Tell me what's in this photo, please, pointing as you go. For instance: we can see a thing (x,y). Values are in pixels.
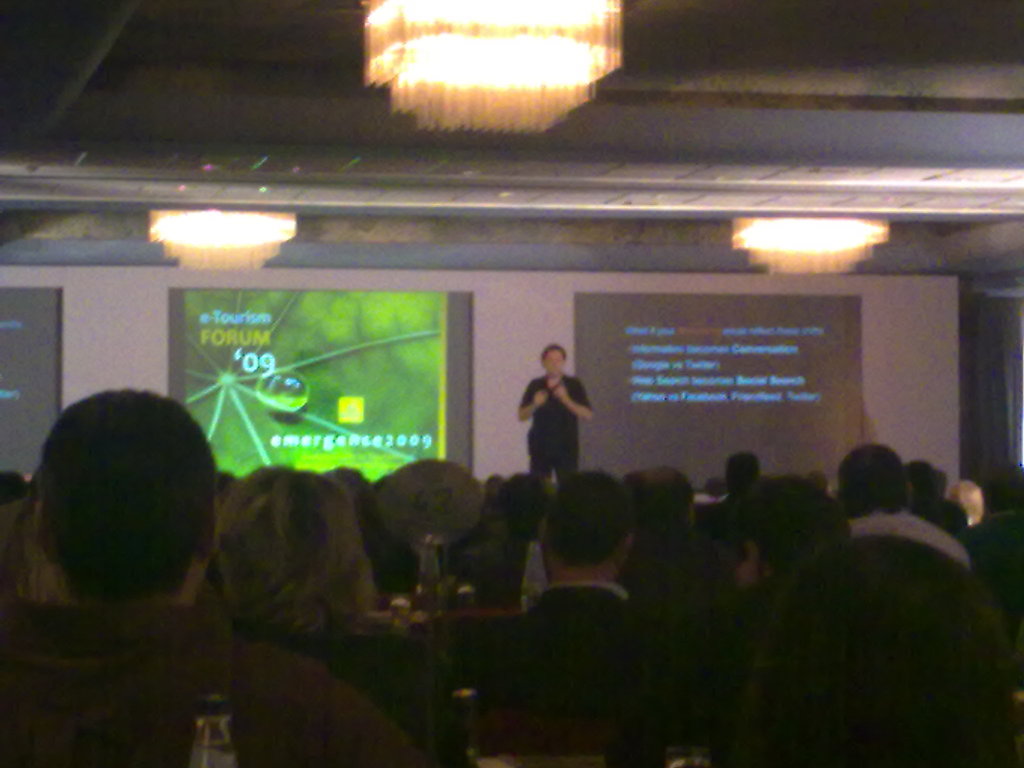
In the foreground (876,665) we can see group of people (469,551) sitting a bottle (207,710) a board (427,518) placed on the table (446,636). In the background (556,399), we can see a person (566,416) standing, a group of screens (377,382) and some chandeliers (510,116).
